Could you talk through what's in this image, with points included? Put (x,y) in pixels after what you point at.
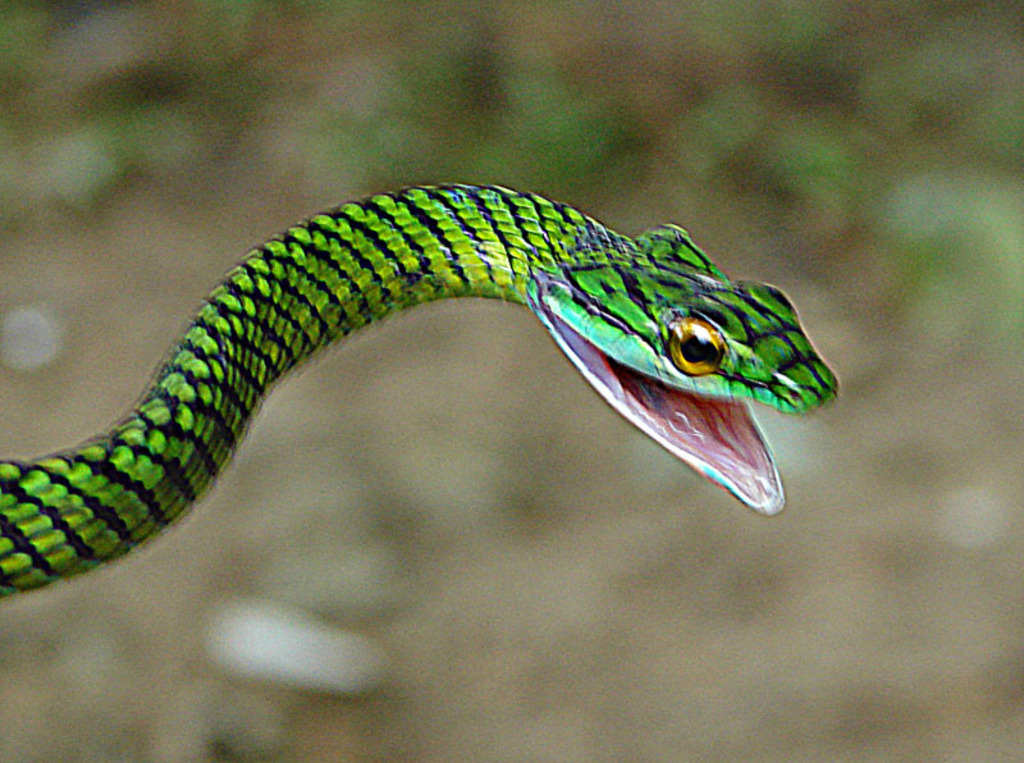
In the image we can see a snake (242,390), black and green in color and the background (917,103) is blurred.
